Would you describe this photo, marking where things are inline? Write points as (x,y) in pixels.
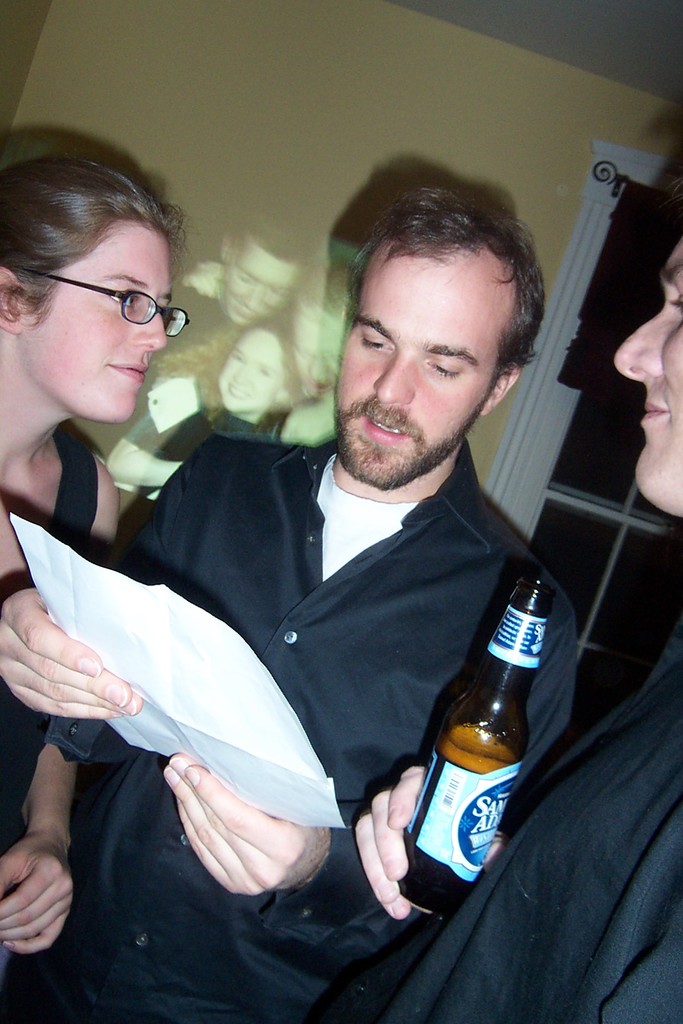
In this image there are three persons (334,585). The person (252,630) in the middle (255,604) is holding the paper (198,639) and the person (550,986) at the right side (606,842) is holding the bottle (453,818). At the back (625,454) there is a window (612,500).
